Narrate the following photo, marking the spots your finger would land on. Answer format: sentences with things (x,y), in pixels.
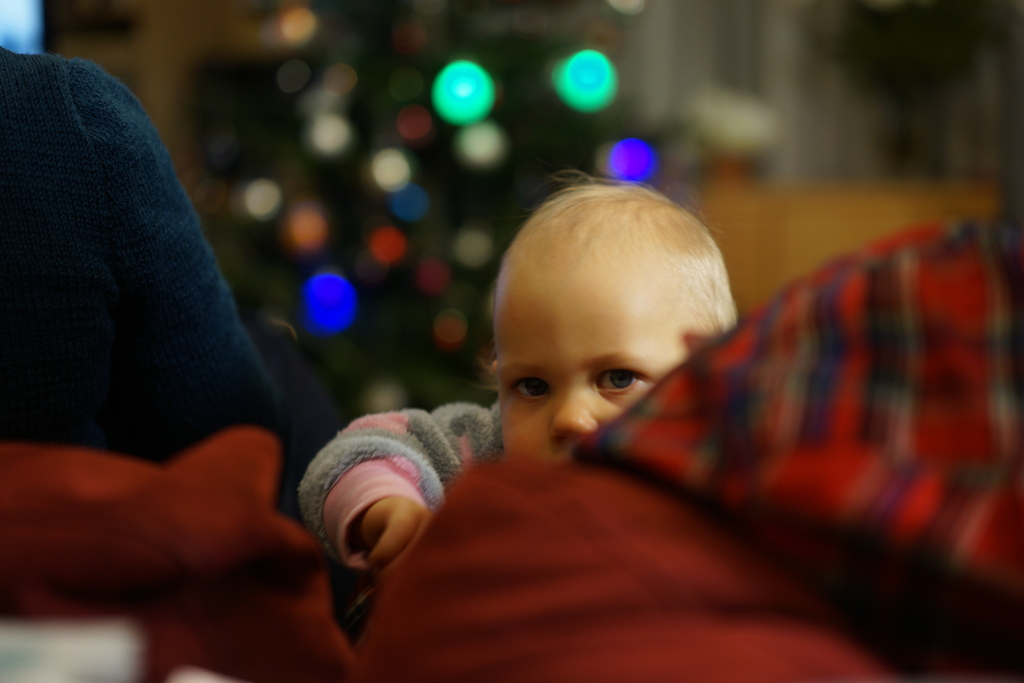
In this picture there is a kid (350,434) and we can see clothes (252,443). In the background of the image (402,160) it is blurry.
